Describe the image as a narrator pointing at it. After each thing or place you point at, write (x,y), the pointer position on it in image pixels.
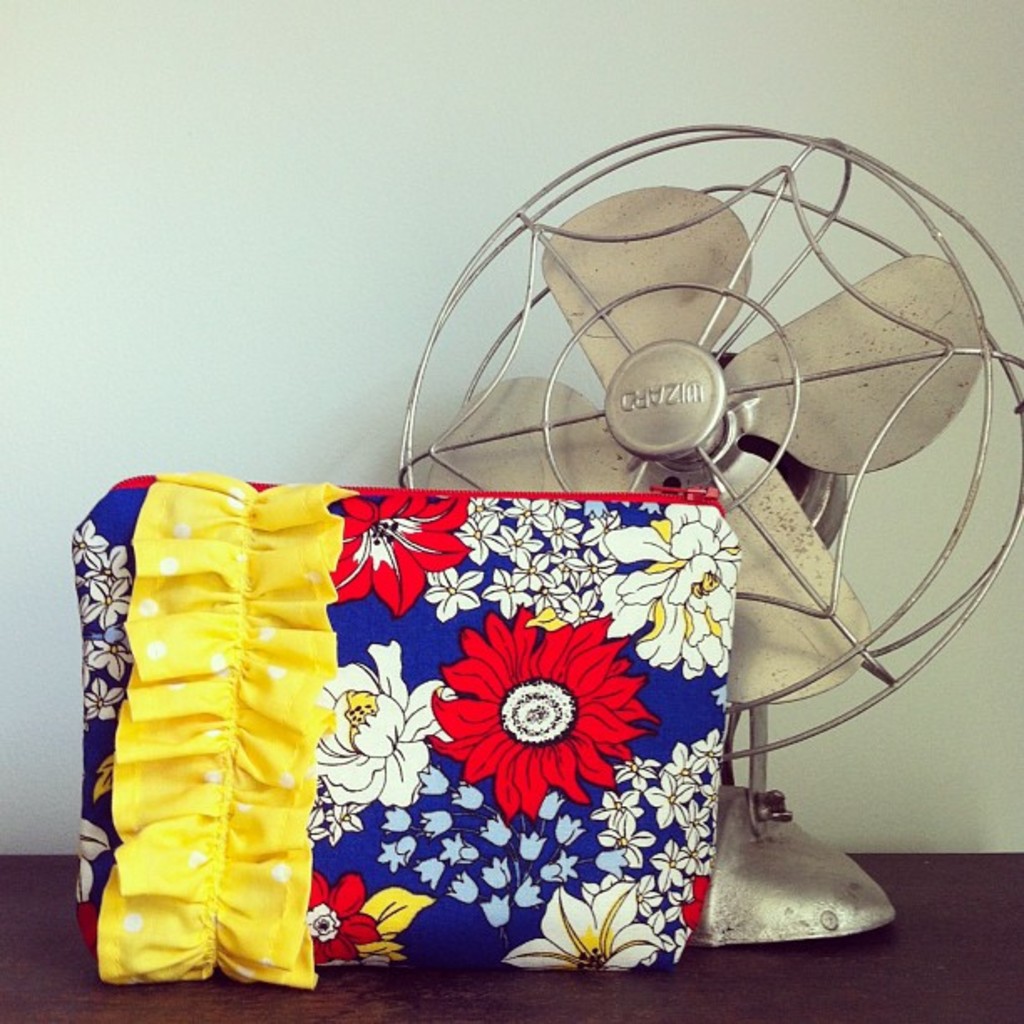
In this image I can see a table fan (671,381) and the bag (363,791).
